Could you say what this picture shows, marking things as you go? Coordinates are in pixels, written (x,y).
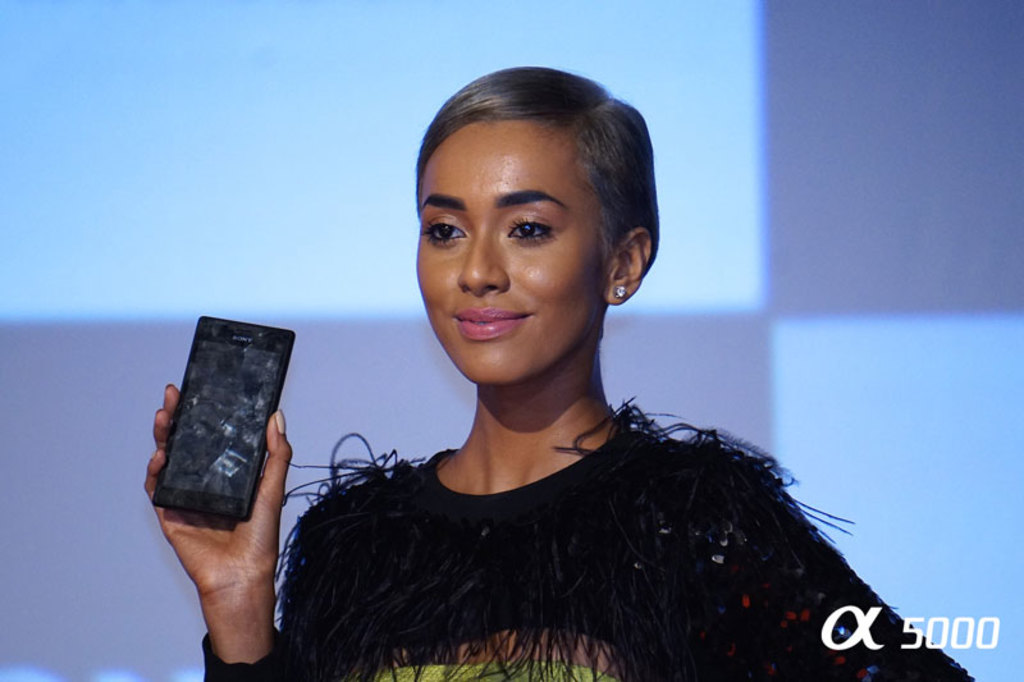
In this picture there is a woman (574,482) who is holding a phone (237,503) in her hand (240,573).
